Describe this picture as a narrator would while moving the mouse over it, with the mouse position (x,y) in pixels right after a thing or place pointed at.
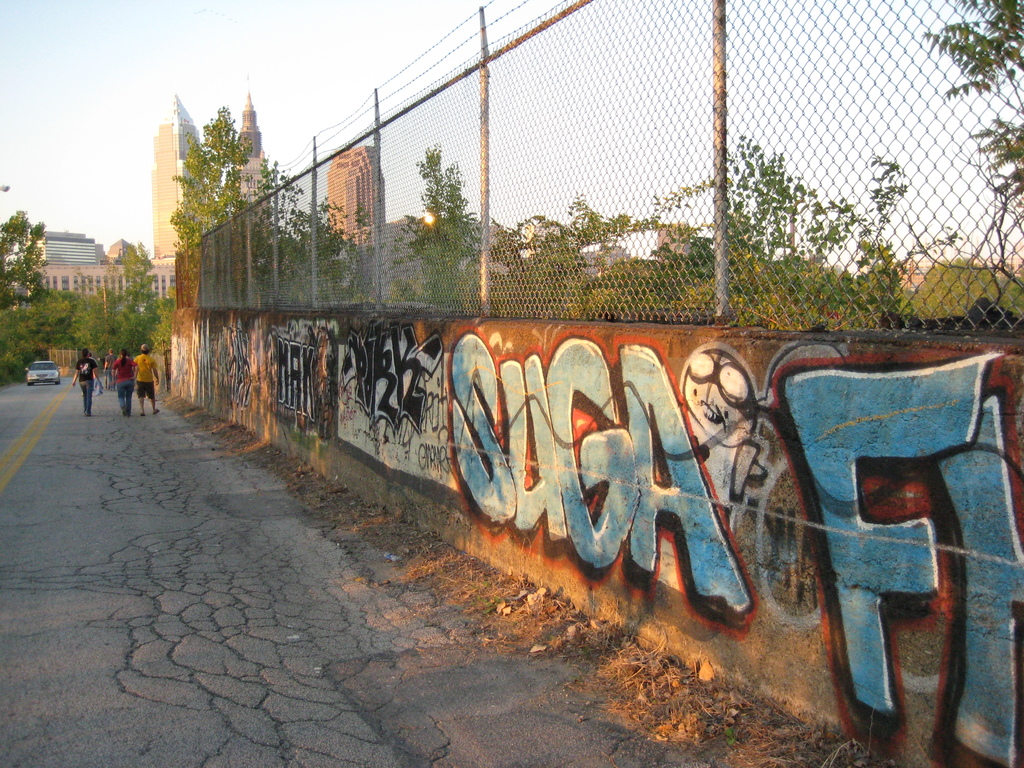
In this image we can see sky (160,81), sky scrapers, buildings (89,286), motor vehicles (57,373), persons (122,386) on the road (158,490), graffiti (394,445) on the walls (670,446), mesh (286,244) and trees (762,287).
